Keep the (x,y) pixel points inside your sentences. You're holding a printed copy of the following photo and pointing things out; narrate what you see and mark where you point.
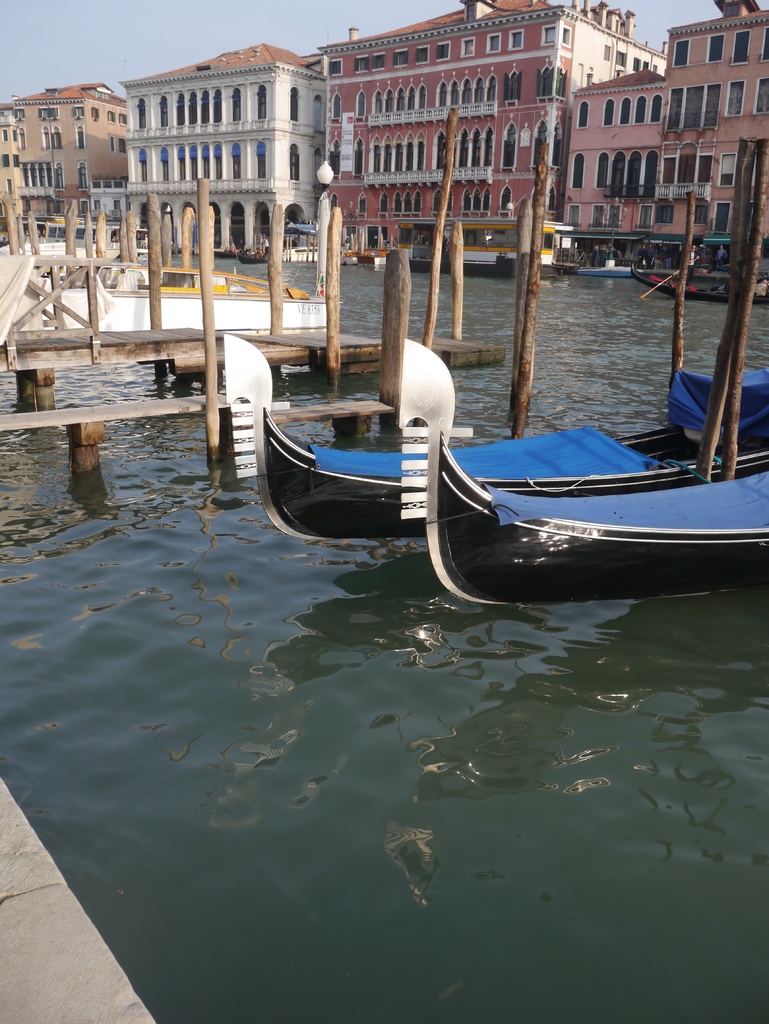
In this image we can see boats (611,582) floating on the water (298,860), we can see wooden bridge (286,339), buildings (730,193) and the sky (52,16) in the background (154,77).
